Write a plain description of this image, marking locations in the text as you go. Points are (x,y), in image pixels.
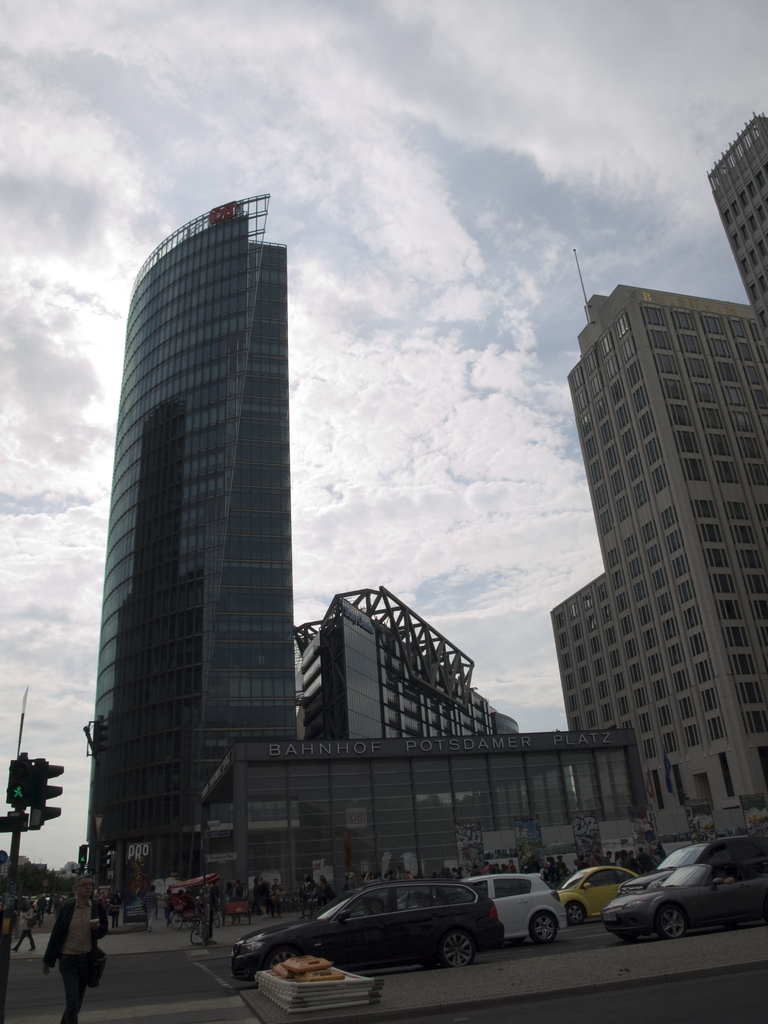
In this image we can see buildings (286,638), persons (88,978) and motor vehicles (457,944) on the road (224,961), signs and sky (310,218) with clouds (317,556).
